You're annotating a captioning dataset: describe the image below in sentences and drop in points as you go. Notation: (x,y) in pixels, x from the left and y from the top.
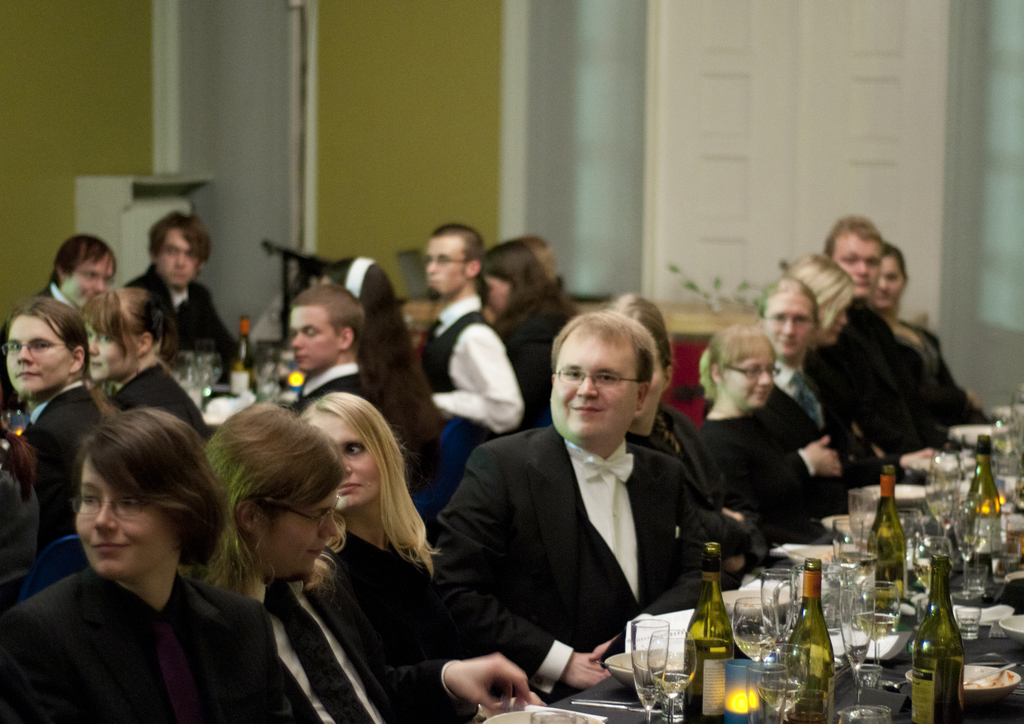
In this image I can see number of people (456,315) are sitting on chairs (485,434). I can see everyone are wearing formal dress (89,706) and few of them are wearing specs (738,371). I can also see few bottles (697,634), number of glasses (839,550), number of plates (746,593) and few bowls (1023,618). I can also see this image is little bit blurry from background (191,144).
